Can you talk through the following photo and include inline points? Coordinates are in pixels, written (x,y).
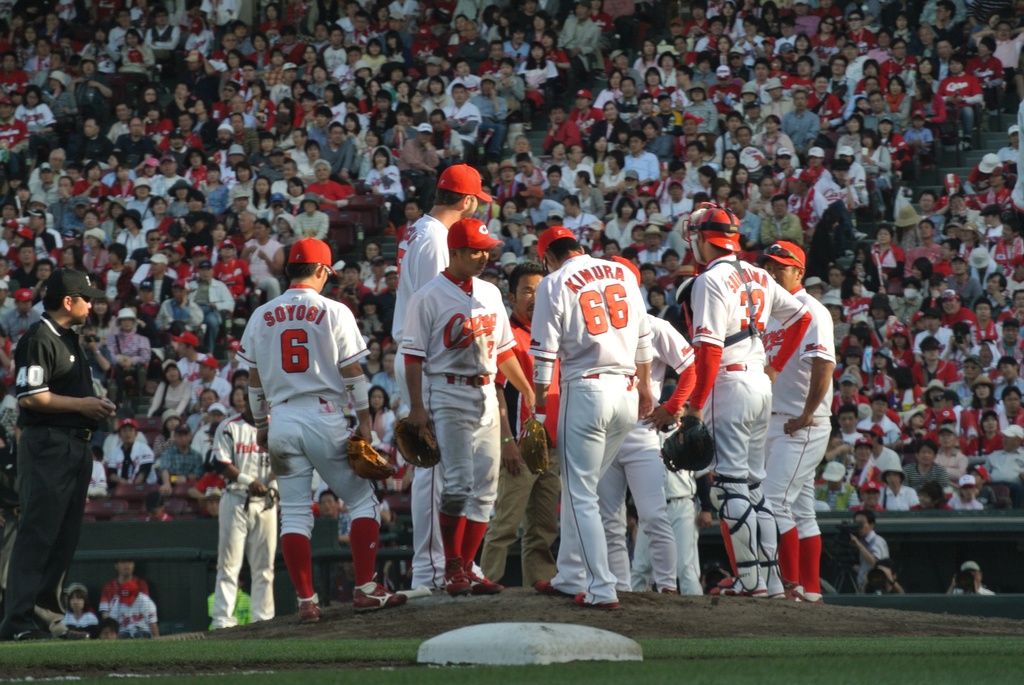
There is a group of players (422,245) in white color dresses (266,331) standing on the ground (633,604) near a person (526,520) who is in red color t-shirt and is standing on the ground (274,658). On the left side (66,450), there is a person (98,295) in black color t-shirt (67,377), standing on the grass (91,650) on the ground (135,659). In the background (209,279), there are persons (251,120) sitting on chairs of a stadium (277,558).
